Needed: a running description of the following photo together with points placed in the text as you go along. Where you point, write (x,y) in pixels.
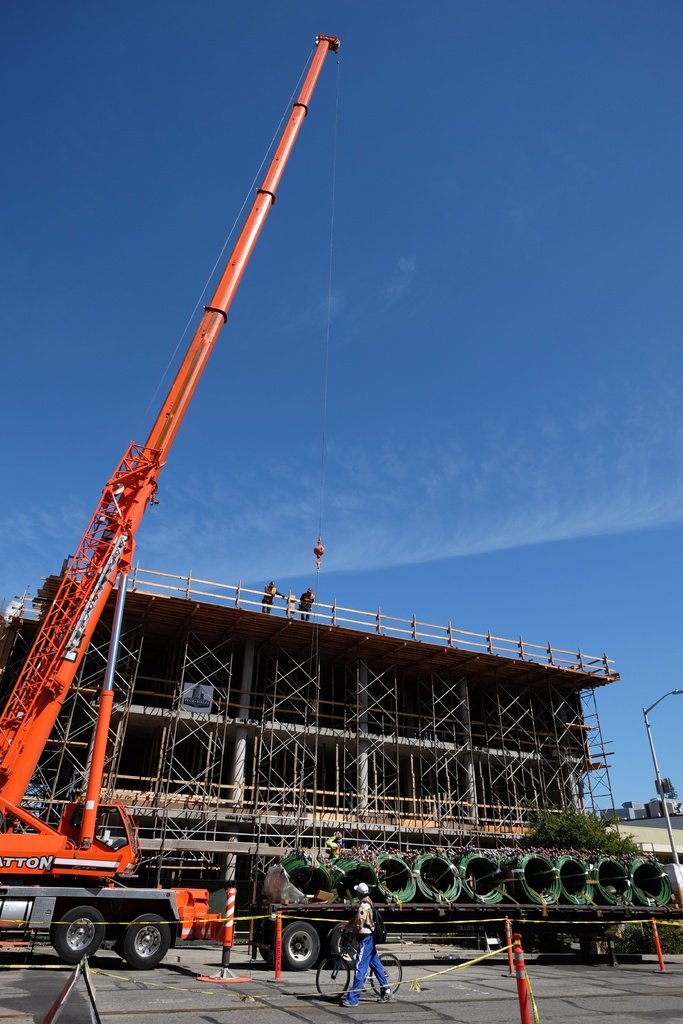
In this image I can see a person (365,961) walking on the road (632,989), beside them there is a vehicle (17,863) and a construction building (408,742).
